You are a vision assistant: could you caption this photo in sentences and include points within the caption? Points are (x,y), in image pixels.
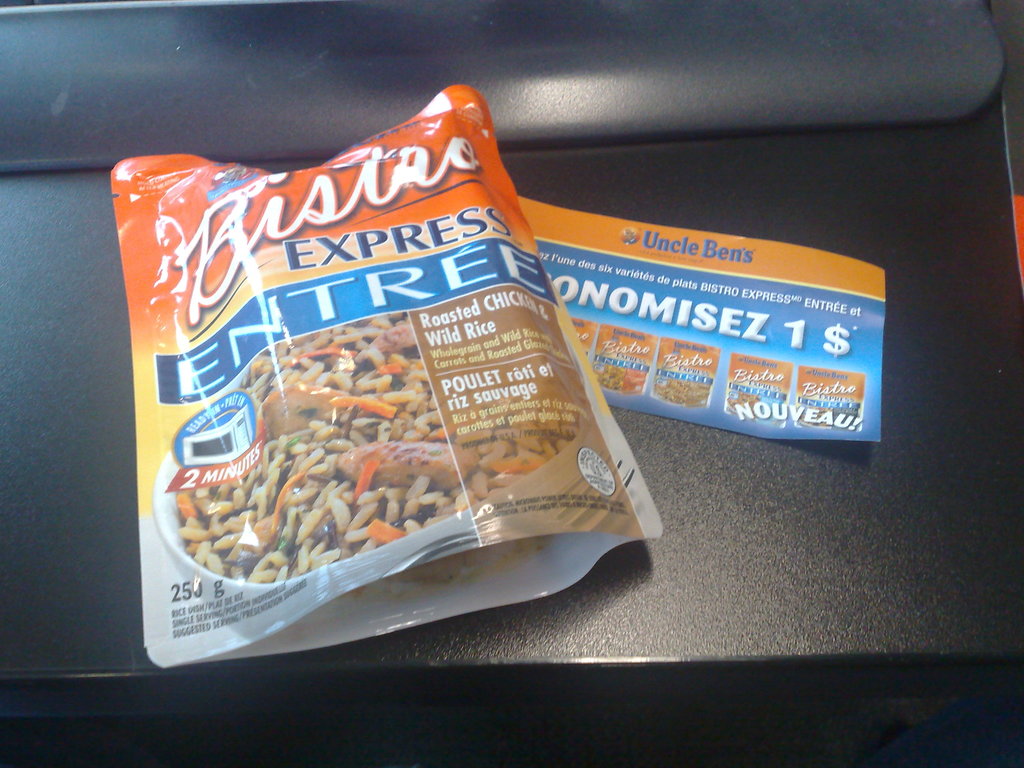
In this picture we can see a packet (448,380) and a paper (665,313) on a black surface (883,395).
